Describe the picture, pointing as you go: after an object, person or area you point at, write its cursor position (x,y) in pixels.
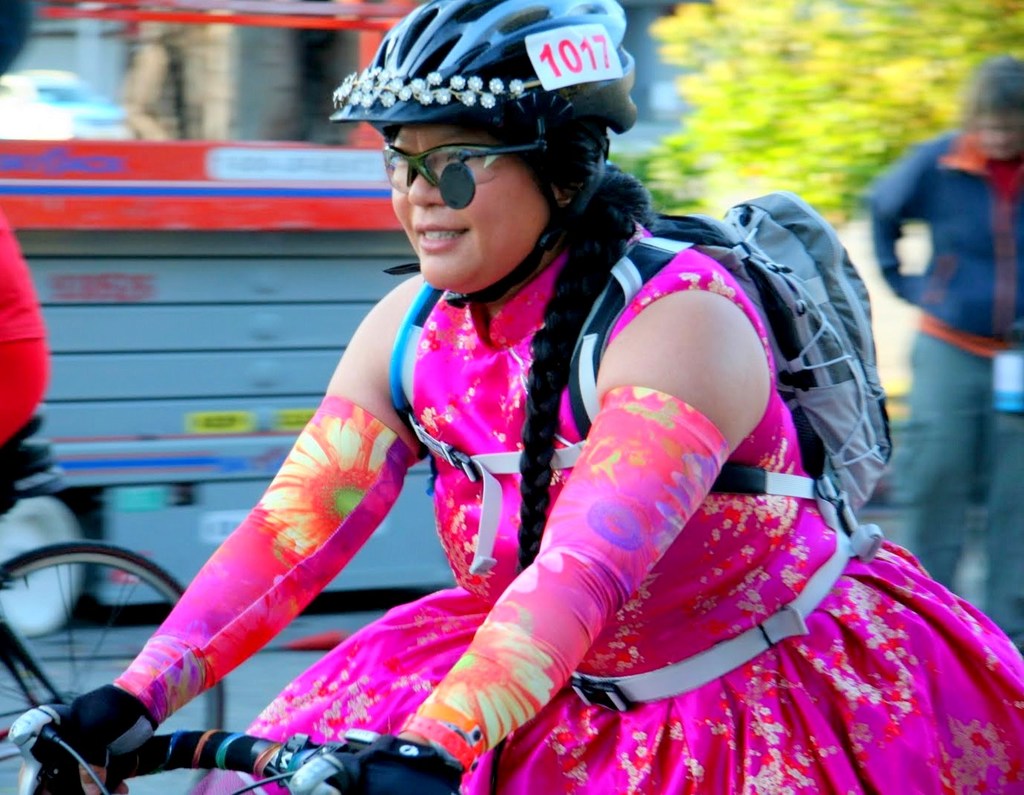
In this picture i can see man (982,384) standing on road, he's wearing a blue color jacket (967,203) and back side of him i can see a trees (818,113). On the middle (630,423) a woman (417,655) riding on bicycle (268,745) and she is wearing spectacles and she is wearing pink colorful dress (625,663) and she is wearing back pack (801,256) along with helmet (557,98), on the helmet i can see a 1017 she is wearing gloves (125,712) on her hand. On the left side (36,556) i can see bicycle wheel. backside of the image there is a car (34,113).
